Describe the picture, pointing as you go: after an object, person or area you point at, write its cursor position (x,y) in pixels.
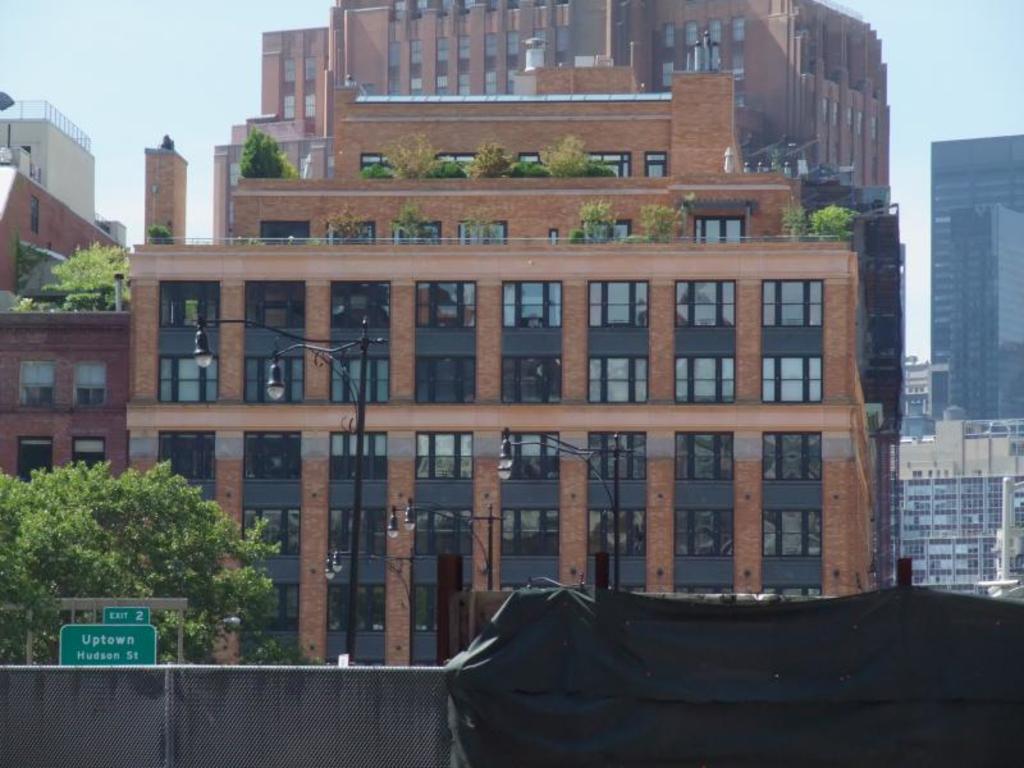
There is a wall (168,674). Near to that there is a sign board (102,625). In the back (78,521) there are trees (188,558) and light poles (488,525). Also there are buildings (569,217) with windows (621,282). On the top of the buildings (422,212) there are trees (819,231). In the background (938,63) there is sky (221,72).
